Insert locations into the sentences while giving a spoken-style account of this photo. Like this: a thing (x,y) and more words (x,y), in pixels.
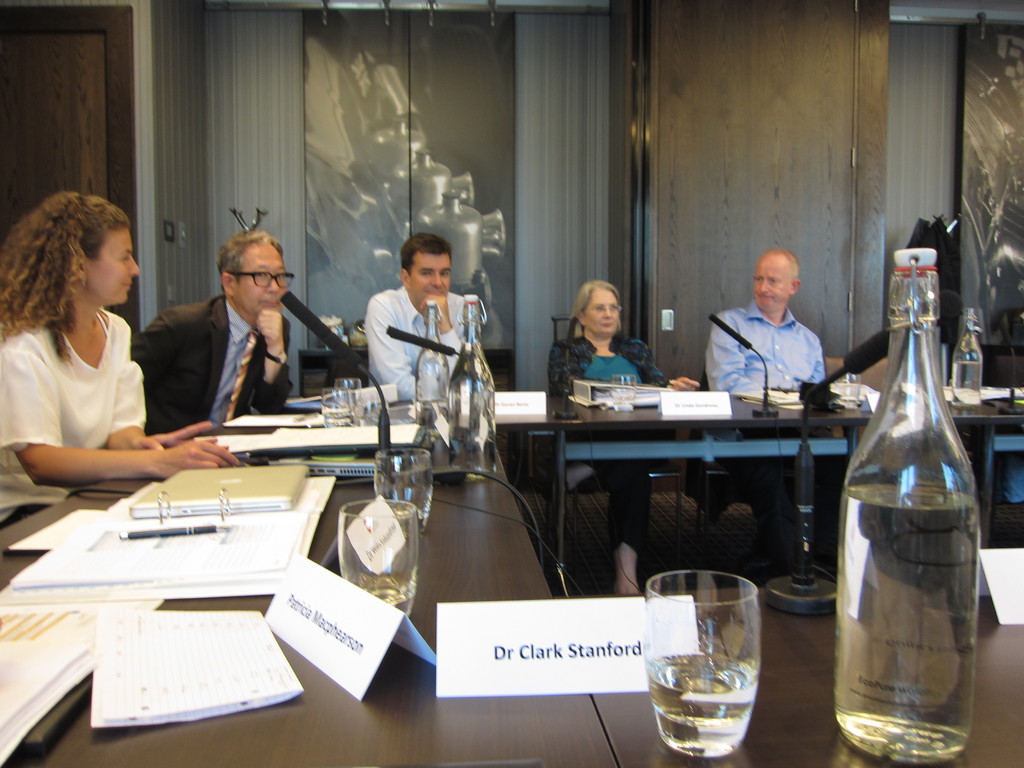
In this image I can see a five person (154,387) sitting on the chair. On the table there is a laptop (212,482), book (186,571), pen (179,532) and glass (382,533). There is a bottle (431,386) and a mic (383,456).
